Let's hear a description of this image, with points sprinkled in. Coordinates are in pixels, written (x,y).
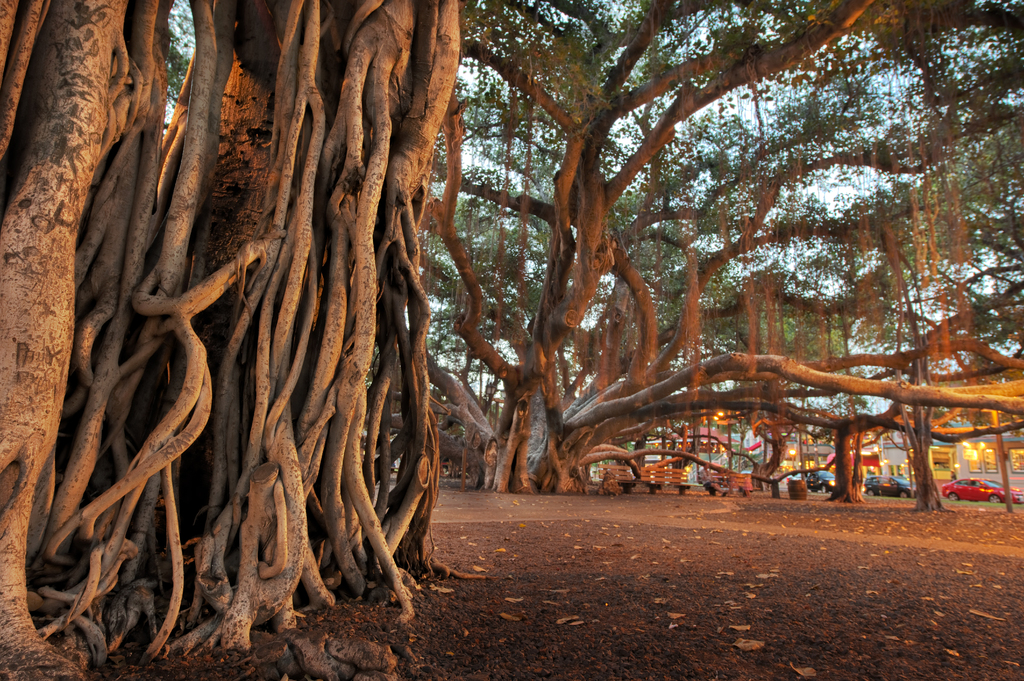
In this image in front (36,465) there are trees (680,344) and benches (669,468). On the backside (962,488) there are cars (895,482) on the road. Behind them there are buildings (864,463).
